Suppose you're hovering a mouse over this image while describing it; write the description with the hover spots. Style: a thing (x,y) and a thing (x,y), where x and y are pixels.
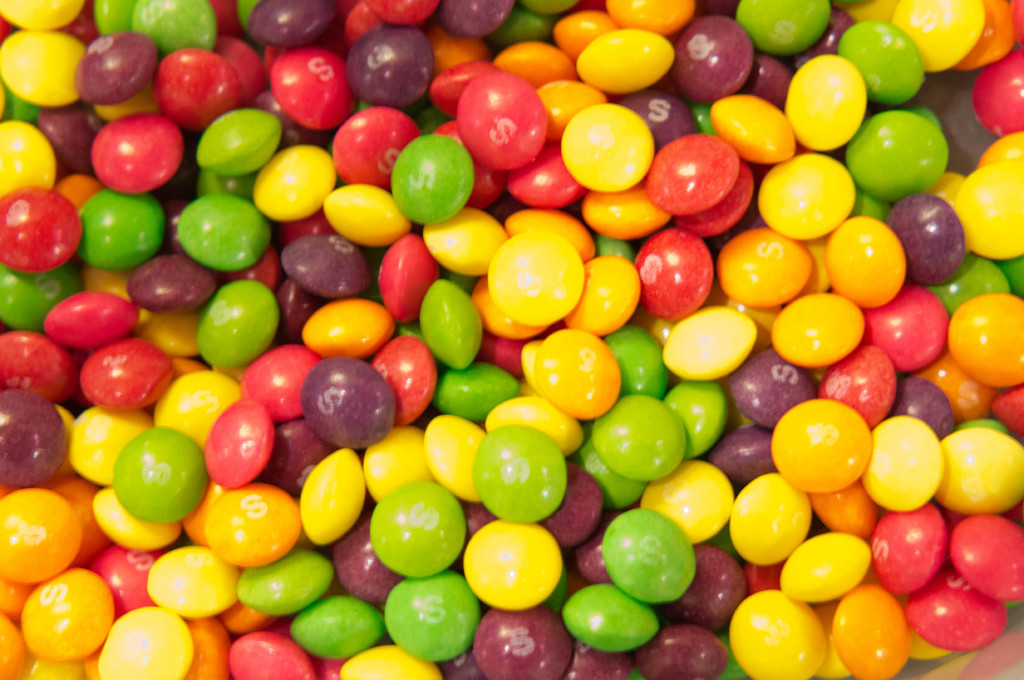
In this image we can see food item (497,439) looks like candy (351,128).
